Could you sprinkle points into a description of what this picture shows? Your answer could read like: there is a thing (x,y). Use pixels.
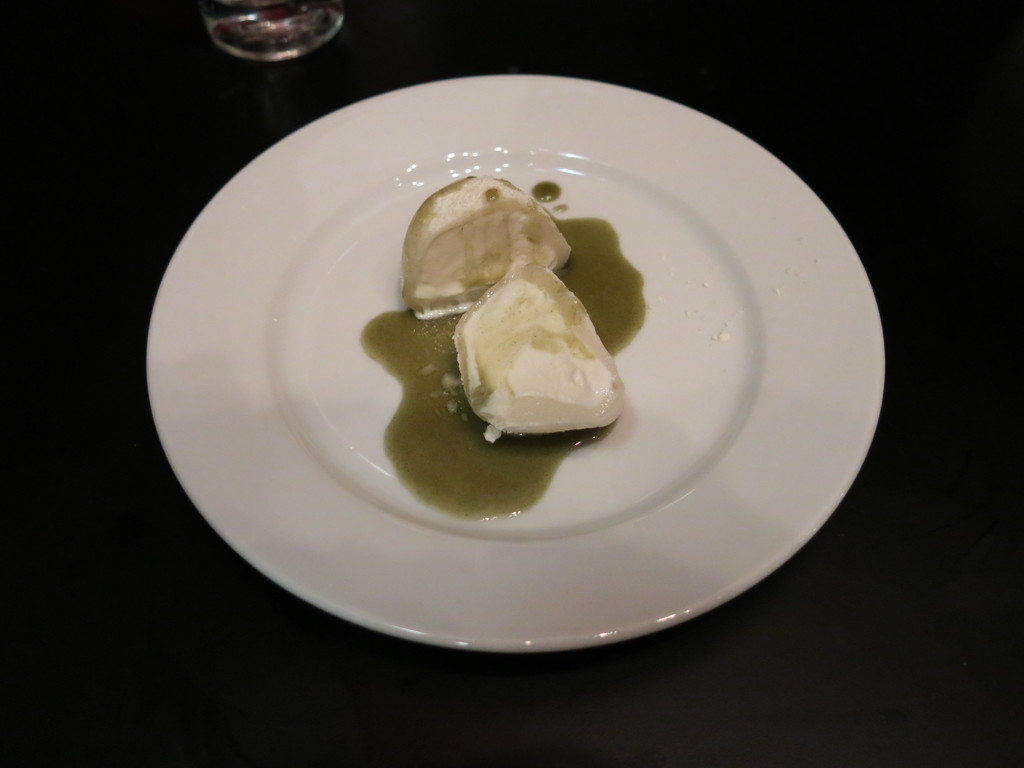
In this image I can see food (540,363) in the plate (246,275). I can see a glass (229,44) on the table (269,95).
